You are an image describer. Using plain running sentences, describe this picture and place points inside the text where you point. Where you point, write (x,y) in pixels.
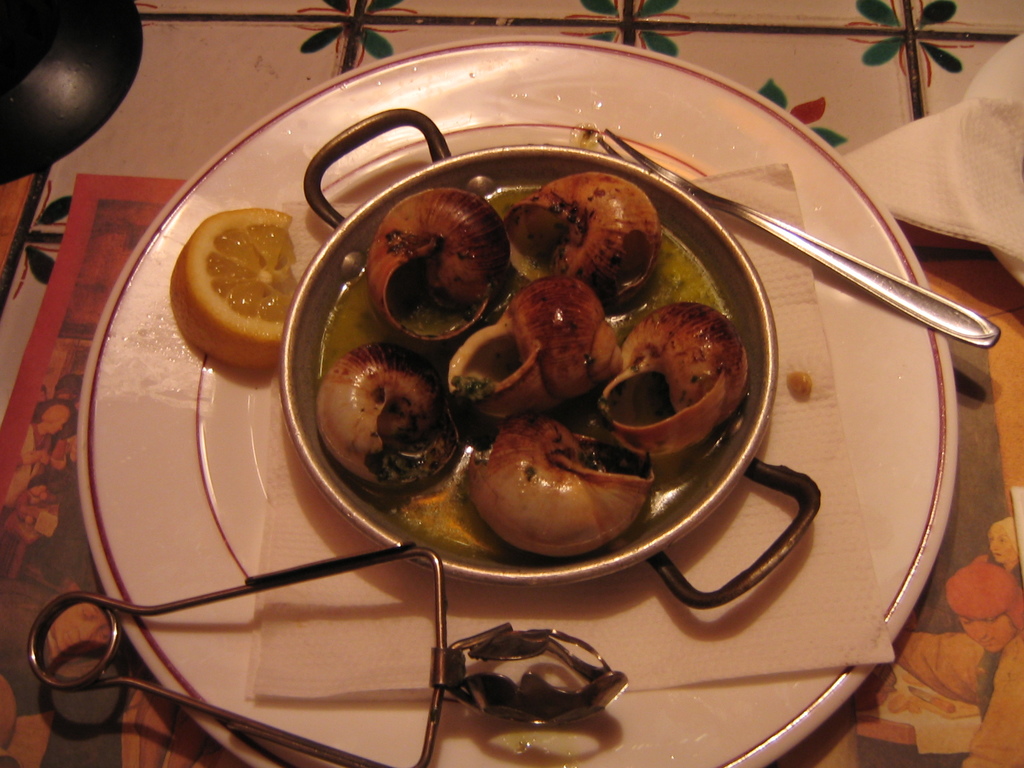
In this picture I can observe some food (578,415) placed in the dish (481,163). The dish (494,165) is placed in the plate (195,533). The plate (132,386) is placed on the table (187,135).
